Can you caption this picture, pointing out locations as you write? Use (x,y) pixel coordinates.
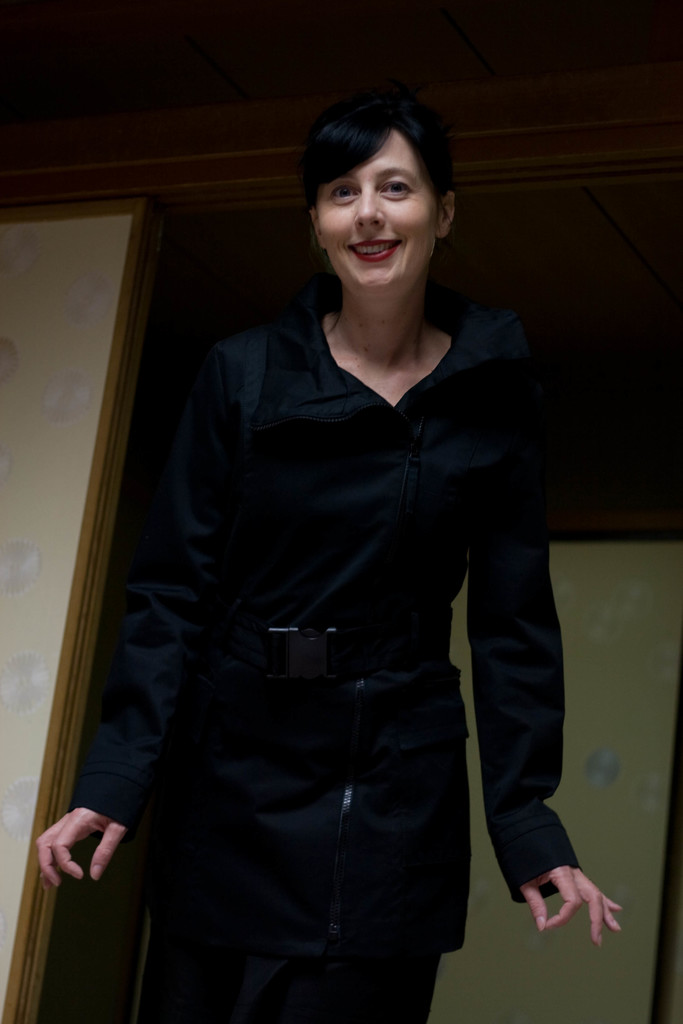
A woman (347,605) is standing wearing clothes (319,691).
